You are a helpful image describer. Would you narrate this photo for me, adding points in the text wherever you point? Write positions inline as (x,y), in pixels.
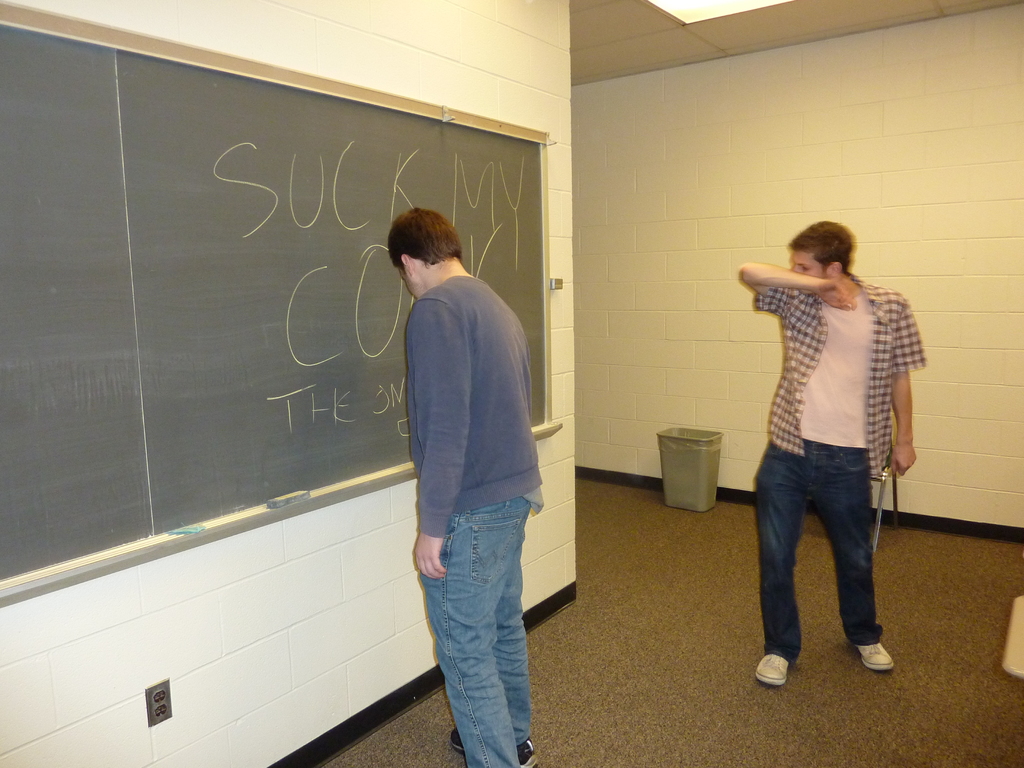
In this image there is a person (473,403) writing on the blackboard (354,269). Behind him there is another person (906,357) standing on the floor (905,569) and he is holding some object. In the background of the image (932,448) there is a wall (757,389). There is a dustbin (690,437). On top of the image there is a light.
